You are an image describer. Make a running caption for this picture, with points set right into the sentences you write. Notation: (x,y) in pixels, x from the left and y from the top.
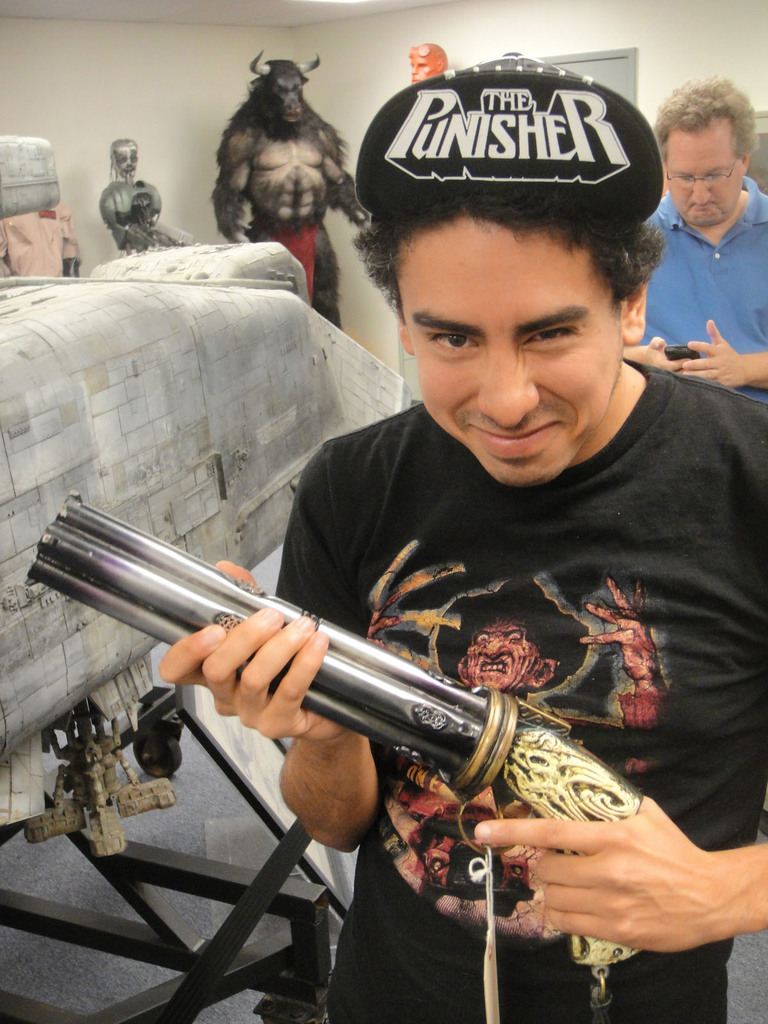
In this image a person (379,643) wearing a black T-shirt (628,612) is holding a gun (444,756) in his hand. He is wearing a cap (482,151). Behind him there is a person (715,294) wearing blue T-shirt (718,268) is holding a mobile (689,353) in his hand (728,364). Left side (34,670) there is an object (44,647). Behind there are few statues (295,146) on the floor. Background (620,49) there is wall (69,83) having door (615,60).
